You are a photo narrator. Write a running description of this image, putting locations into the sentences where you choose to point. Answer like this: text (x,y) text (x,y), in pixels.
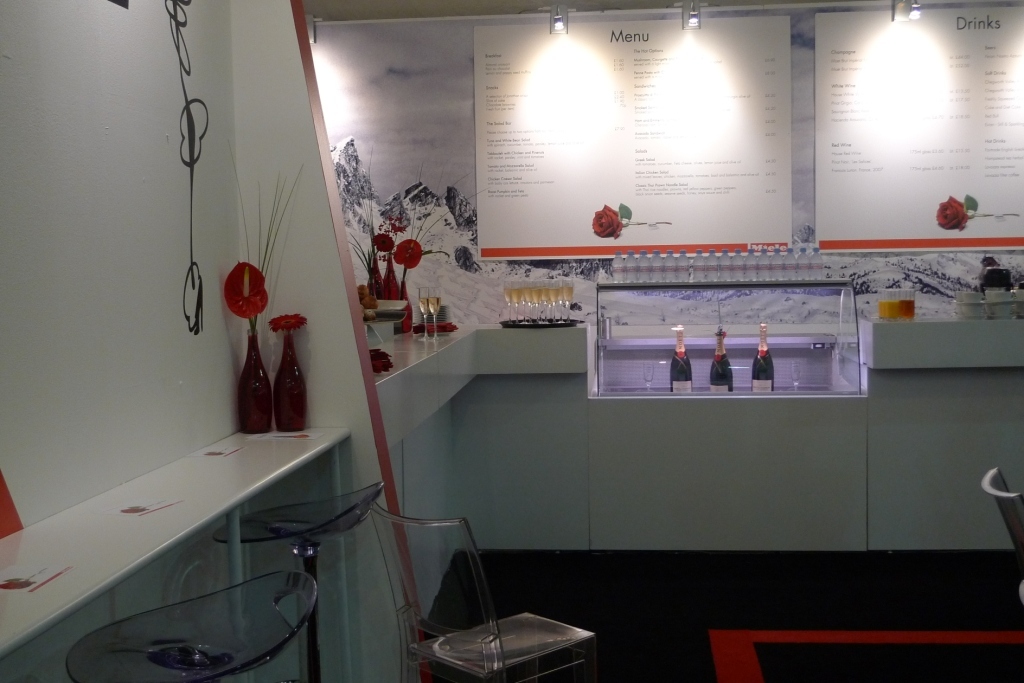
In this picture we can observe chairs (401,609) in front of this white color desk (236,507). There are two red color flower vases (247,407) placed on this desk (229,452). We can observe three bottles (689,366) placed in this shelf (824,383). There are two white color boards (742,151) fixed here. We can observe lights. In the background (421,116) there is a wall (400,116).
